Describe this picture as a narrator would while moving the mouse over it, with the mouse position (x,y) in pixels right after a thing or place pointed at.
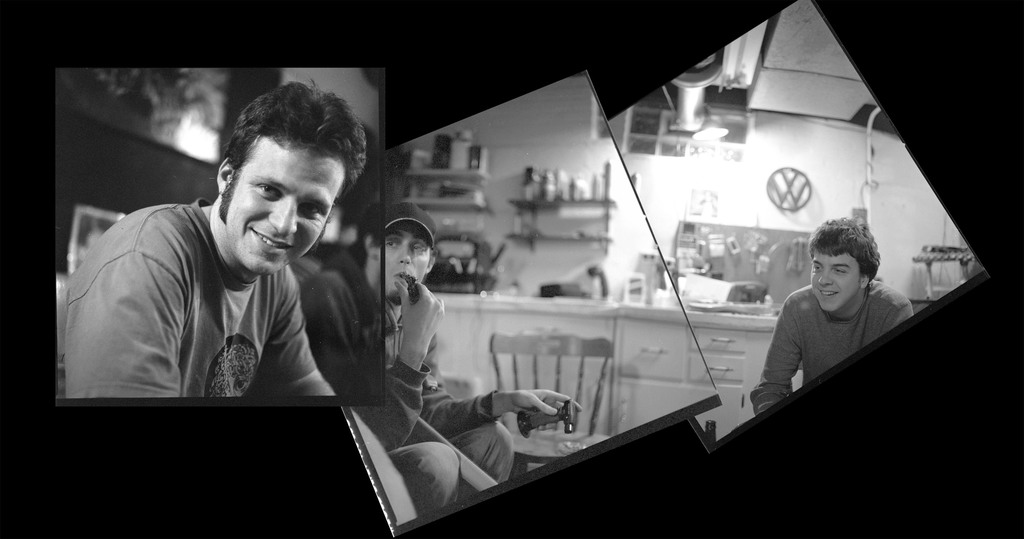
In this image I can see the photos (262,128) which are in black and white color. I can see three people (282,315) in their photos (481,396). In the middle photo (517,377) I can see the chair (559,353) and some objects (473,249) in the background (447,254). To the side there is a rack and few more objects (722,291) can be seen to the wall (688,170). And there is a black background (264,52).
